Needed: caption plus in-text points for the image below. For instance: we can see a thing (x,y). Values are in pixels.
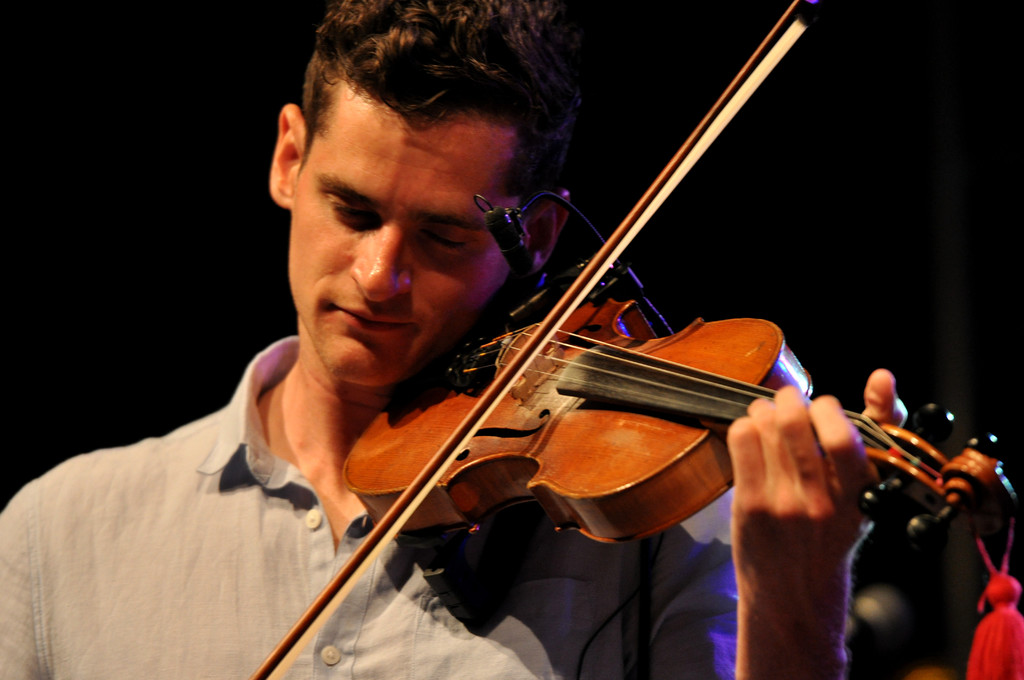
In the center of the image (454,265) we can see a man (362,630) playing a violin (527,394).
